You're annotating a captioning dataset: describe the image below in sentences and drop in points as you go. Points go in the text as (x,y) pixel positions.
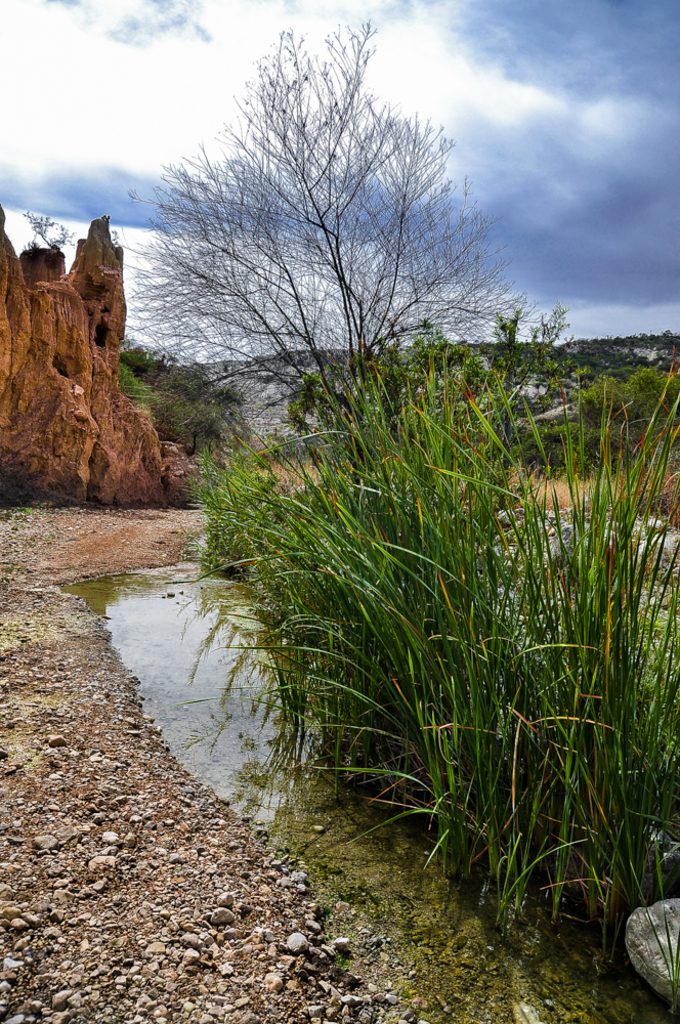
In this picture we can see grass (479,662) here, there is some water (222,688) here, at the left bottom (149,732) there are some stones (163,962), we can see a tree (319,313) here, there is a cloudy sky (468,115) at the top of the picture (479,44).
